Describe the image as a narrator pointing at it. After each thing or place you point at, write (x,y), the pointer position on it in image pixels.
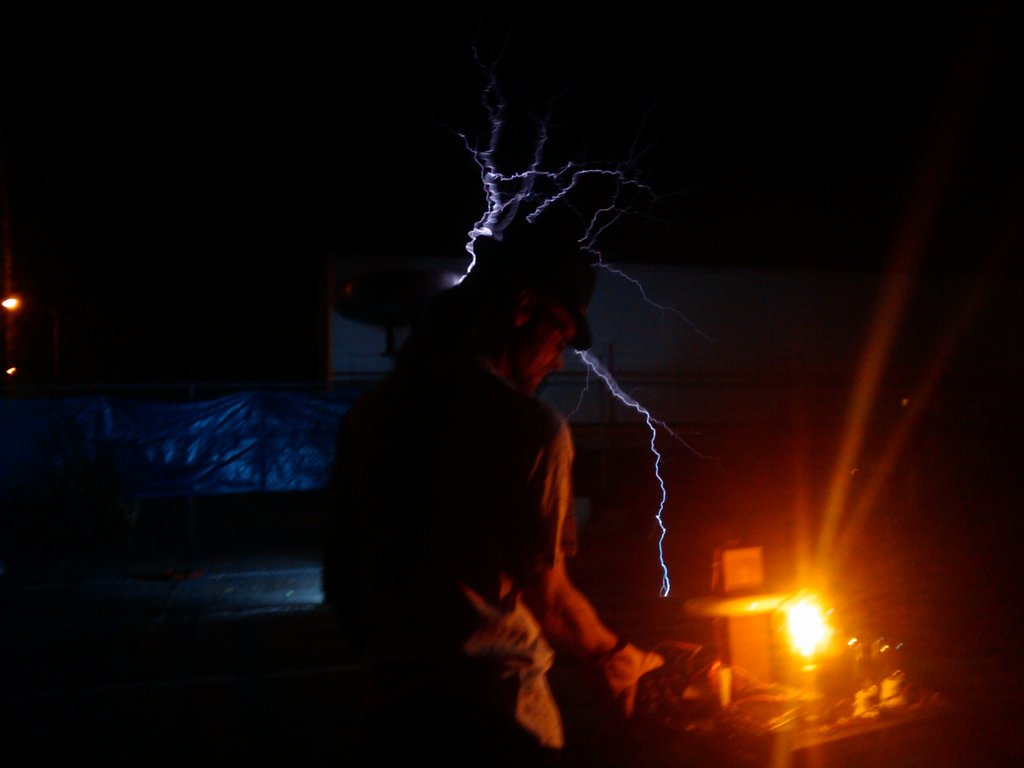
In the center of the image (549,455) we can see a man (567,497). On the right (816,650) there is a lamp (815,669). In the background (169,462) we can see a tent (189,468) and there is a board (836,300). On the left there are lights (16,308).
